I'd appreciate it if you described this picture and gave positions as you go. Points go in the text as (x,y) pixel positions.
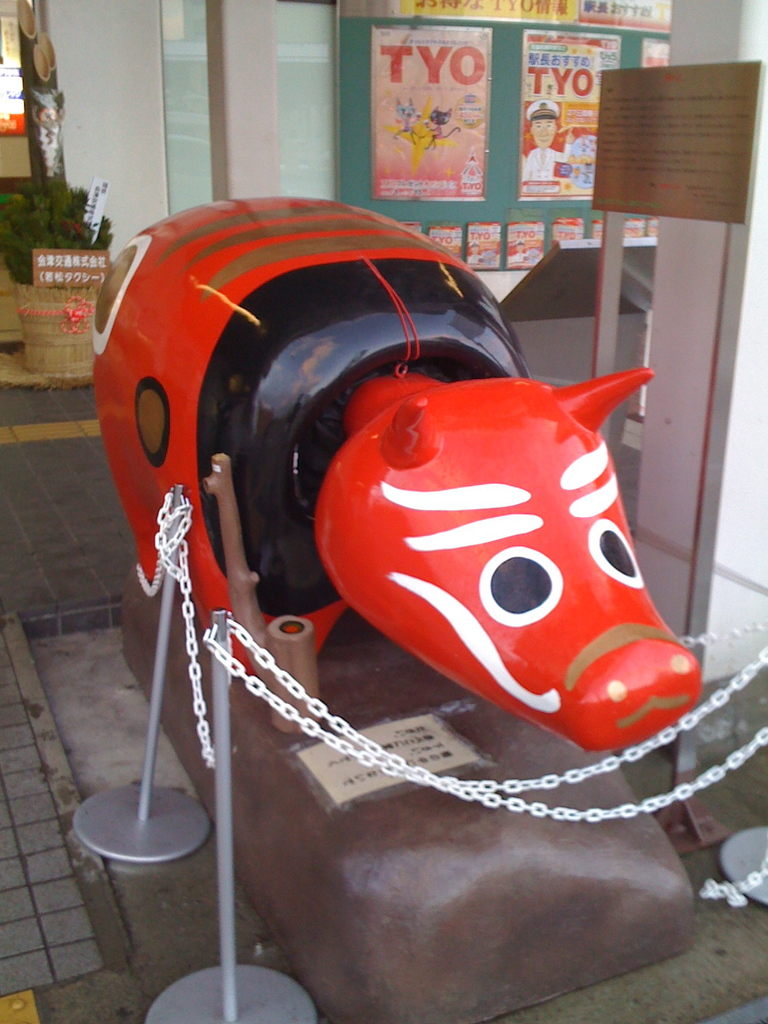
In this picture there is a toy (280,287) in the center of the image (279,558) and there is a boundary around it.
